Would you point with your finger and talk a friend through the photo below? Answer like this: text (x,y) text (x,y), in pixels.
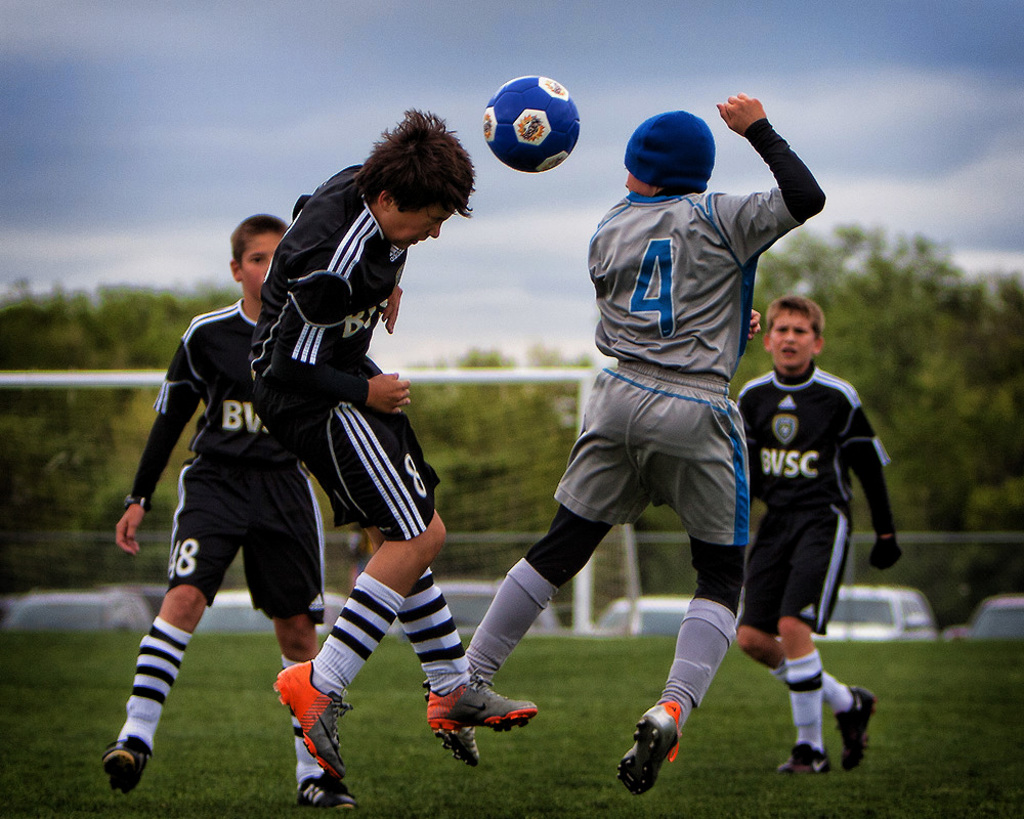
This image is taken in outdoors. There are four boys (251,342) in this image. They are playing football In the ground (829,665). There is a fence (962,583) in this image. In the bottom of the image (62,723) there is a grass (87,743). At the background (61,410) there are many trees (558,451) and a football net (89,515) and there are few vehicles (644,603). At the top of the image (205,132) there is a sky (289,84) with clouds (494,81).
